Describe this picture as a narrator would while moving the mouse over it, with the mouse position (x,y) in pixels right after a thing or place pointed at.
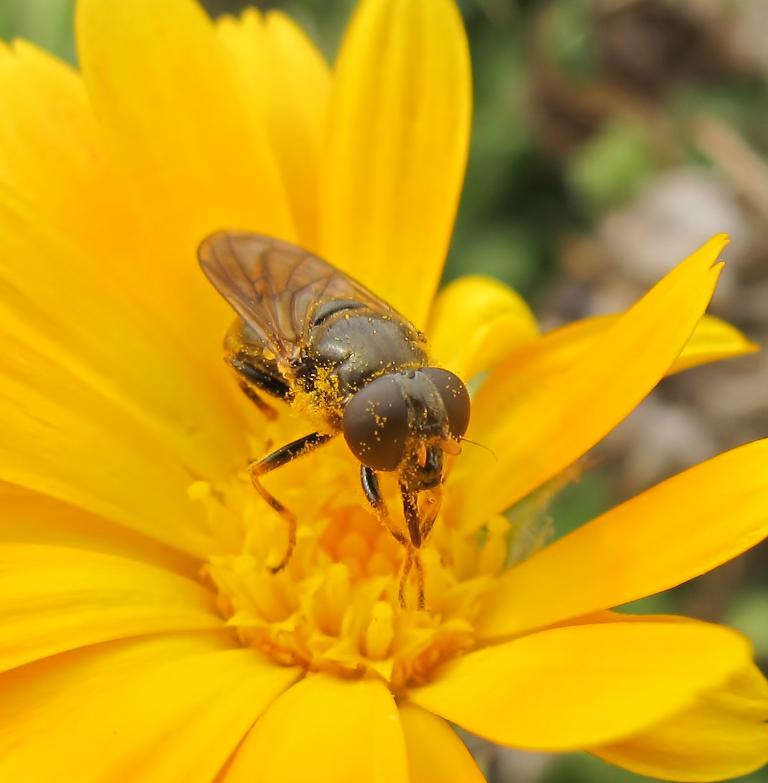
Here we can see an insect (256,365) on the yellow color flower (259,416). In the background (636,146) the image is blur.
